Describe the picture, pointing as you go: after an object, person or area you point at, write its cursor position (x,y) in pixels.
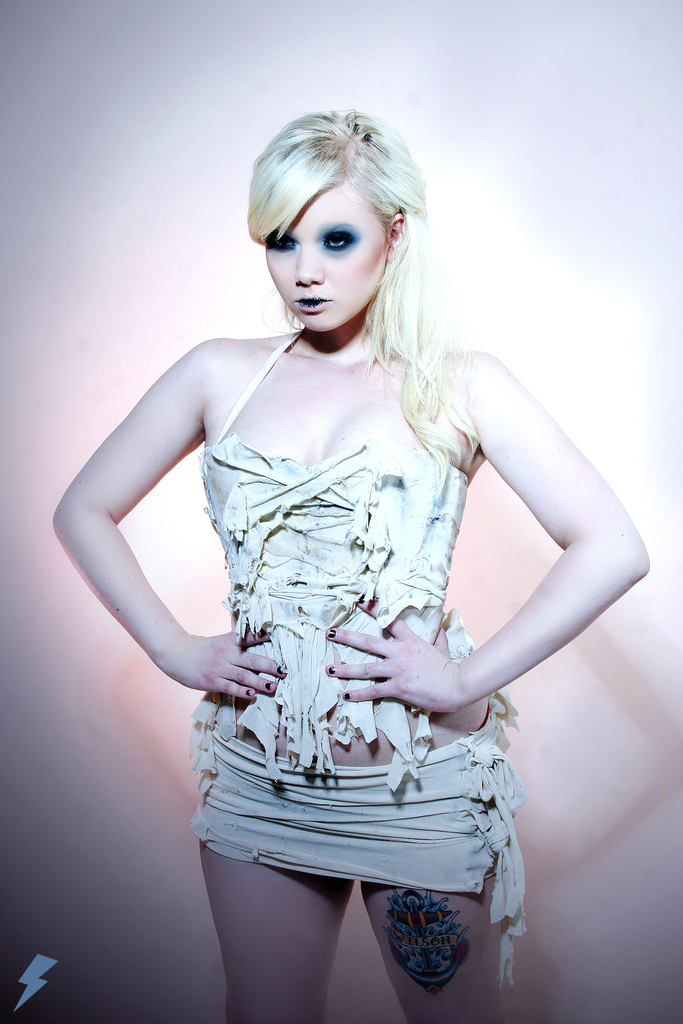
A girl (402,816) is standing wearing a white dress (271,756) and she has blonde hair (395,345).
